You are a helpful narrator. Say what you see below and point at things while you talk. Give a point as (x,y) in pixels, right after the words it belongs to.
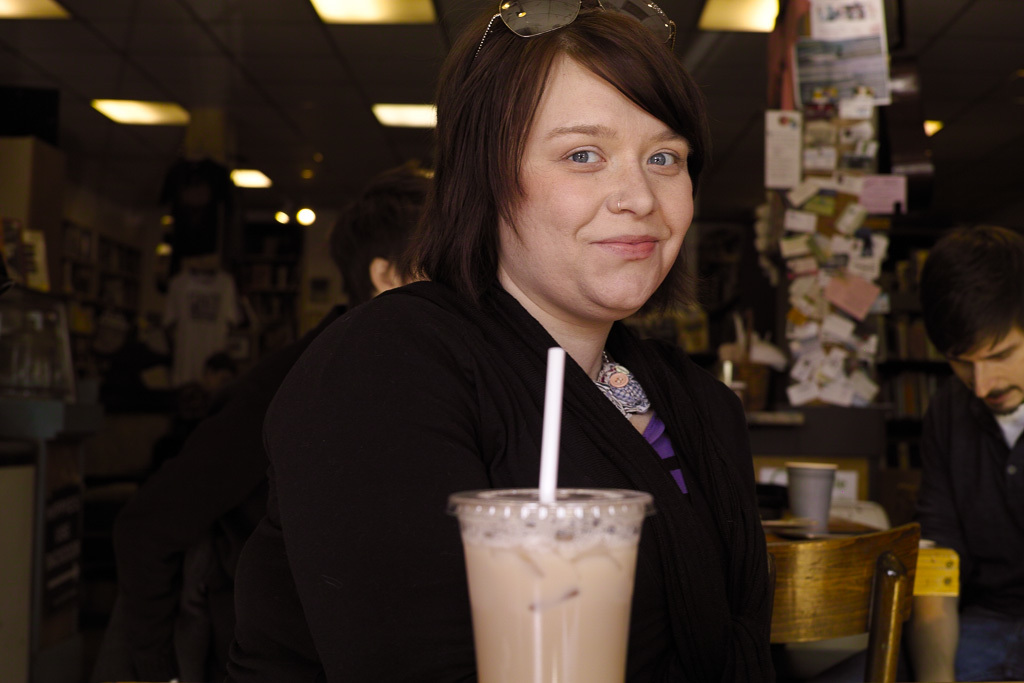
In this image in the front (563,598) there is a glass (547,612) and in the glass (550,625) there is a straw (551,487). In the center (376,442) there is a woman (455,366) smiling and there are persons (987,361) and in the background (853,234) there are papers (845,216), lights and there is an object (840,560) in the center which is golden in colour. On the left side (186,321) there is a cloth (207,331) hanging and there are lights (106,116) on the top (148,121).
